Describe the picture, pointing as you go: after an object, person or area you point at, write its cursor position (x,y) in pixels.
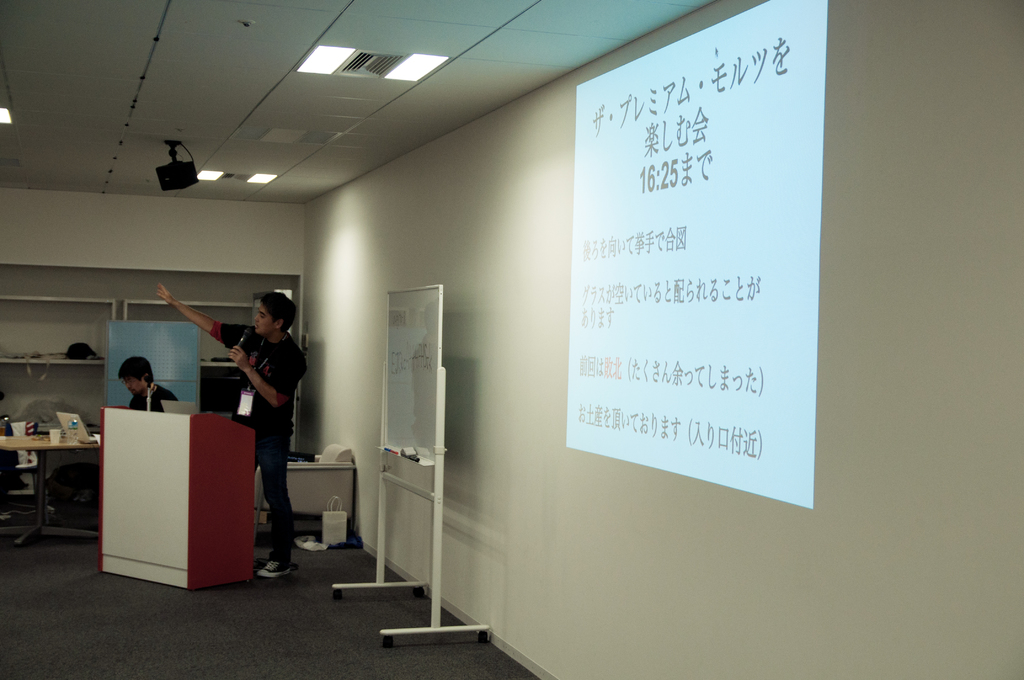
The image looks like it is a meeting room (277,600). To the right (810,362), there is a wall (753,243) on which a screen (805,286) is projected. In the middle (427,350) there is a board (417,330). In the front (219,508), there is a podium (130,420), behind which a man (255,324) is standing and talking. In the background (221,249), there is a wall (294,231) in white color. At the top (208,117) there is a roof (238,94) to which lights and speaker (184,161) are fixed.
